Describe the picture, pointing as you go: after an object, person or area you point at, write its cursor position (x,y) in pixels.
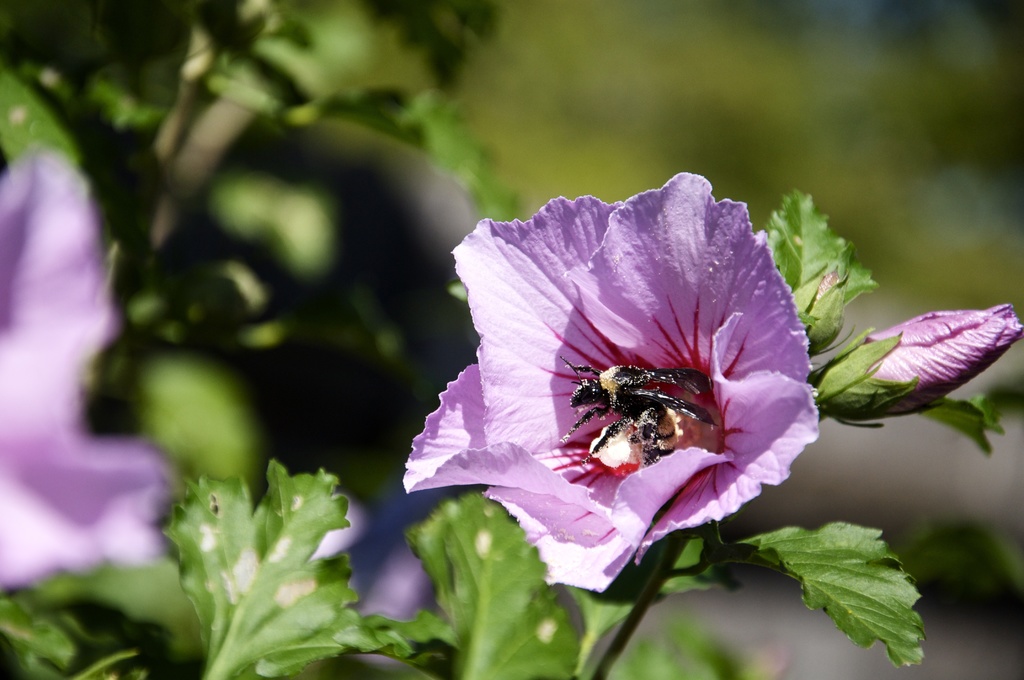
In this picture, we see plants (415,626) which have flowers (93,476) and a bud (928,356). These flowers (93,492) are in violet color. In the middle (646,418), we see a honey bee (657,411) is on the flower (554,469). It might be sucking honey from the flower (664,469). In the background (574,151), it is green in color. This picture is blurred in the background (445,176).
